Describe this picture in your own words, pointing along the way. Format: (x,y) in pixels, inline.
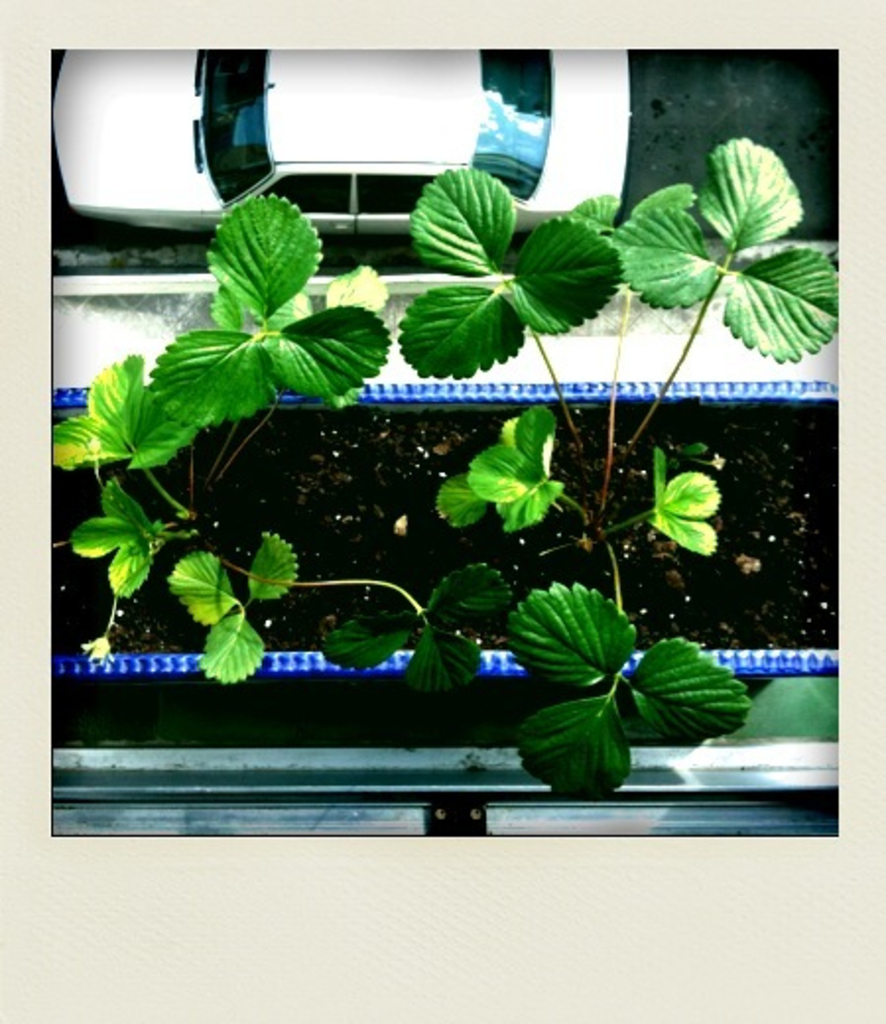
We can see plants (536,432) on soil (482,535) and we can see car (564,158) on the road (742,124).
